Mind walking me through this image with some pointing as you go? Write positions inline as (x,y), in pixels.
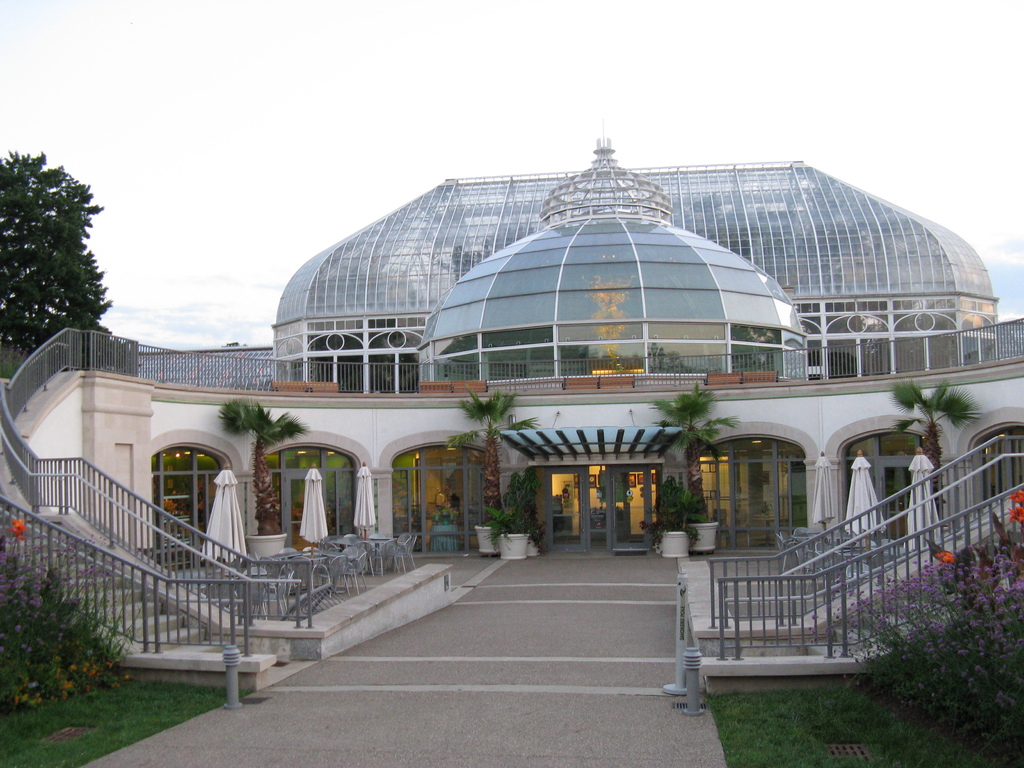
In the middle of the picture (532,493) we can see trees (491,495), plants (495,525), chairs (366,549), tables (317,551), staircases (271,561) and building (414,416). In the foreground (488,625) there are plants (63,608), grass (847,731) and path (363,662). On the left (27,218) there is a tree (39,289). At the top (489,80) it is sky (202,33).
